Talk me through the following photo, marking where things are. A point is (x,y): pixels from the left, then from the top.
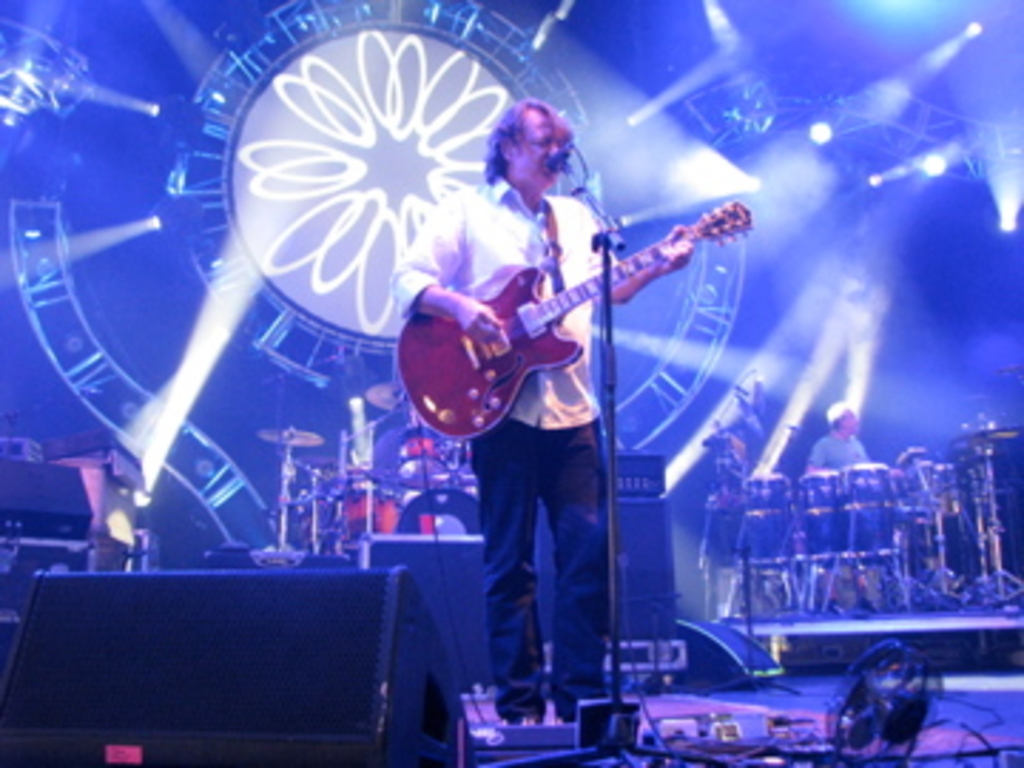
In this image I can see one man (545,416) and is standing in the centre (459,322) and I can see he is holding a guitar (546,306). In the front of him I can see a mic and few other things (627,710). In the background (832,475) I can see few musical instruments (723,482), number of lights (801,393) and on the right side of this image (849,411) I can see one person (846,459).
